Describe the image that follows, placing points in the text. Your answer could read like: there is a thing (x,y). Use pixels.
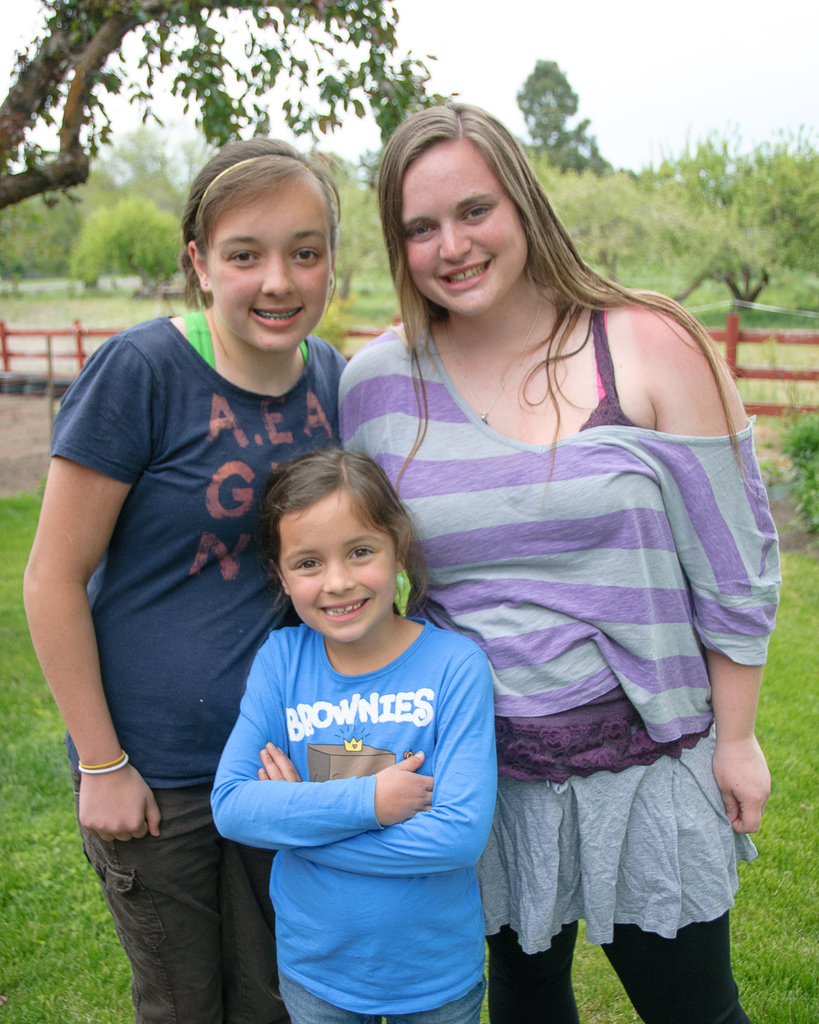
In this image there are two kids (301,403) and a girl (352,436) standing with a smile on their face (326,557), behind them there is grass (39,786) and wooden fence (83,363), on the other side of the fence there are trees (430,101).
